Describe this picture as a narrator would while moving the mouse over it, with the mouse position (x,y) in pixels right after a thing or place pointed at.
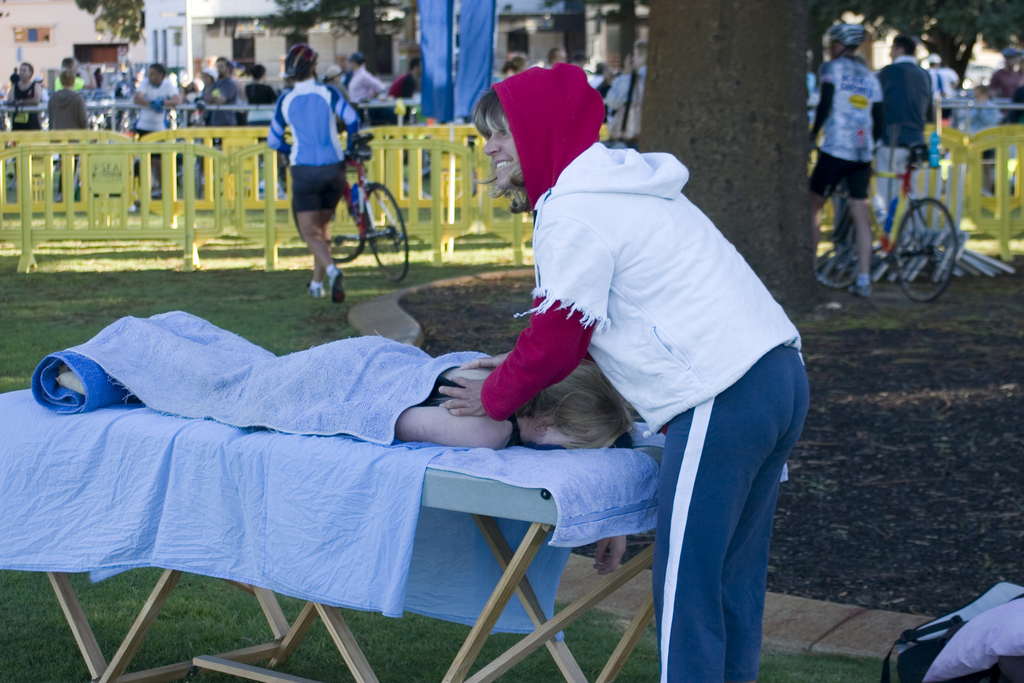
In this picture a woman (428,409) is lying on the table (246,454) with blue color cloth (305,396) on top of her and a lady (583,237) is massaging her. In the background (325,94) we observe many people (308,152) with bicycles (904,221) and there is a yellow fence (52,136).
